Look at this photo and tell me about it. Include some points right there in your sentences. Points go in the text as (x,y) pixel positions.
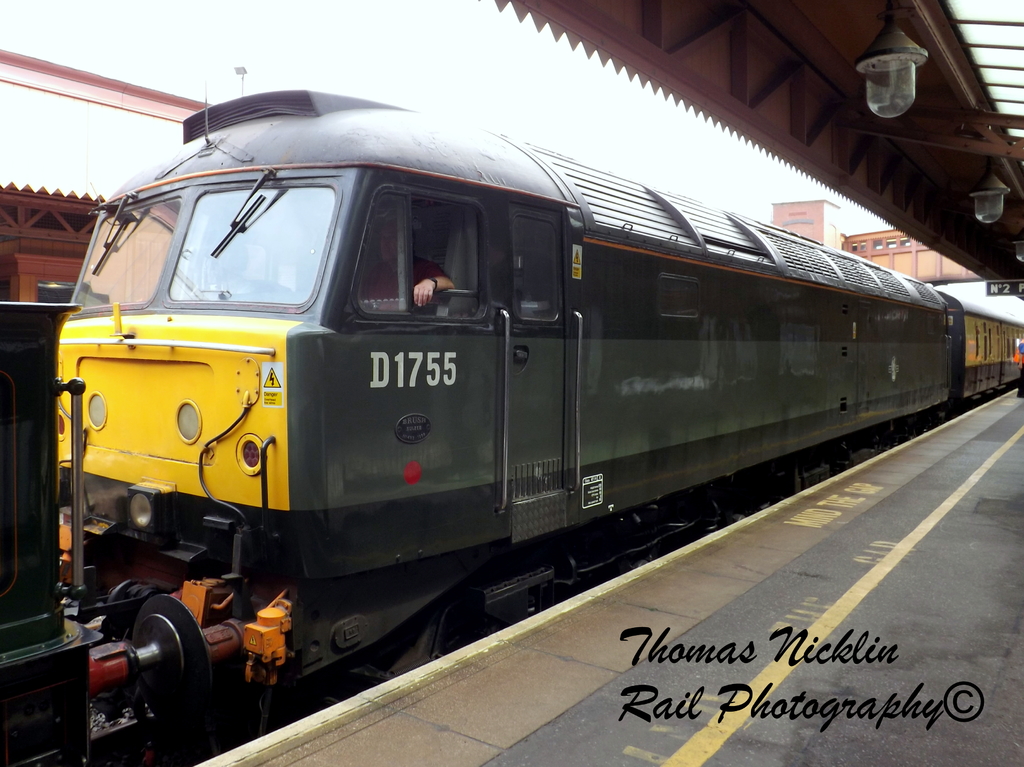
In this picture we can observe a train (517,277) moving on the railway track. The train (548,331) is in green color. We can observe a platform (584,595) on the right side (915,449). There are some lights (984,188) hanging here. In the background (874,240) there is a foot over bridge (875,240) and a sky (485,88).
